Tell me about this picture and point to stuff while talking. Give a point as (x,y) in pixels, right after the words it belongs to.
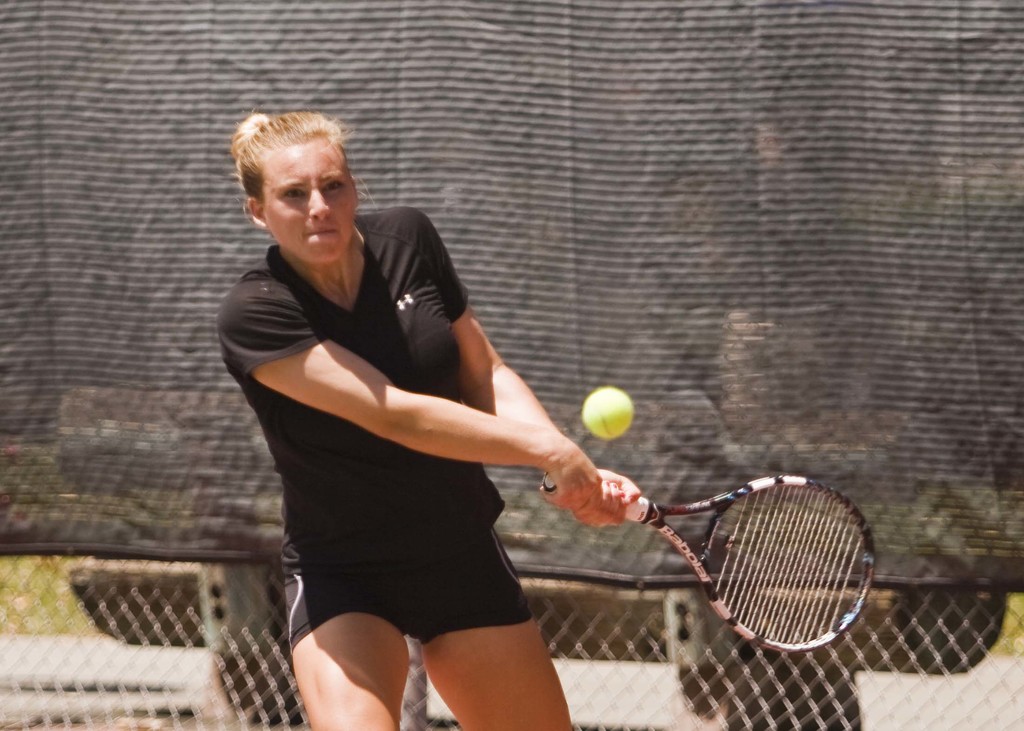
In the center (344,483) we can see one woman (388,265) standing and holding racket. In the background (553,190) there is a sheet (463,213) and fence (231,596).
